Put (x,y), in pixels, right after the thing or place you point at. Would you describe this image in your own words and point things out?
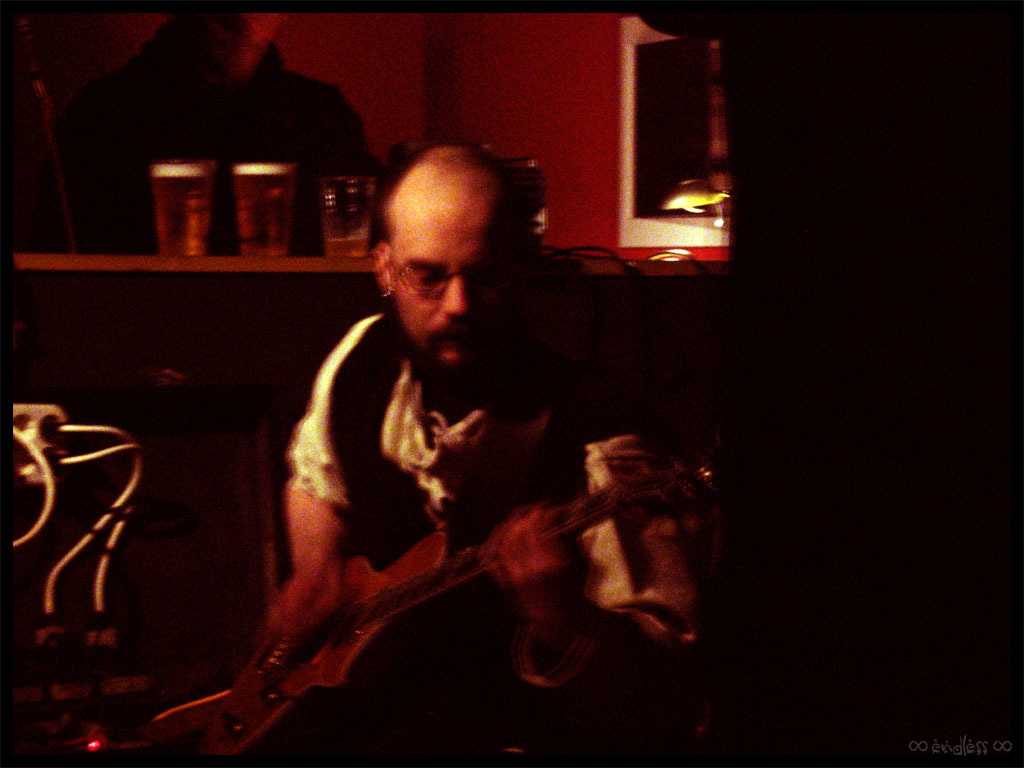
In the center of the image (407,424) we can see a man (459,630) sitting and holding a guitar (663,489) in his hand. In the background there is a table (90,355) and we can see glasses (246,255) placed on the table (246,255). On the left (22,437) there are wires (30,451).
